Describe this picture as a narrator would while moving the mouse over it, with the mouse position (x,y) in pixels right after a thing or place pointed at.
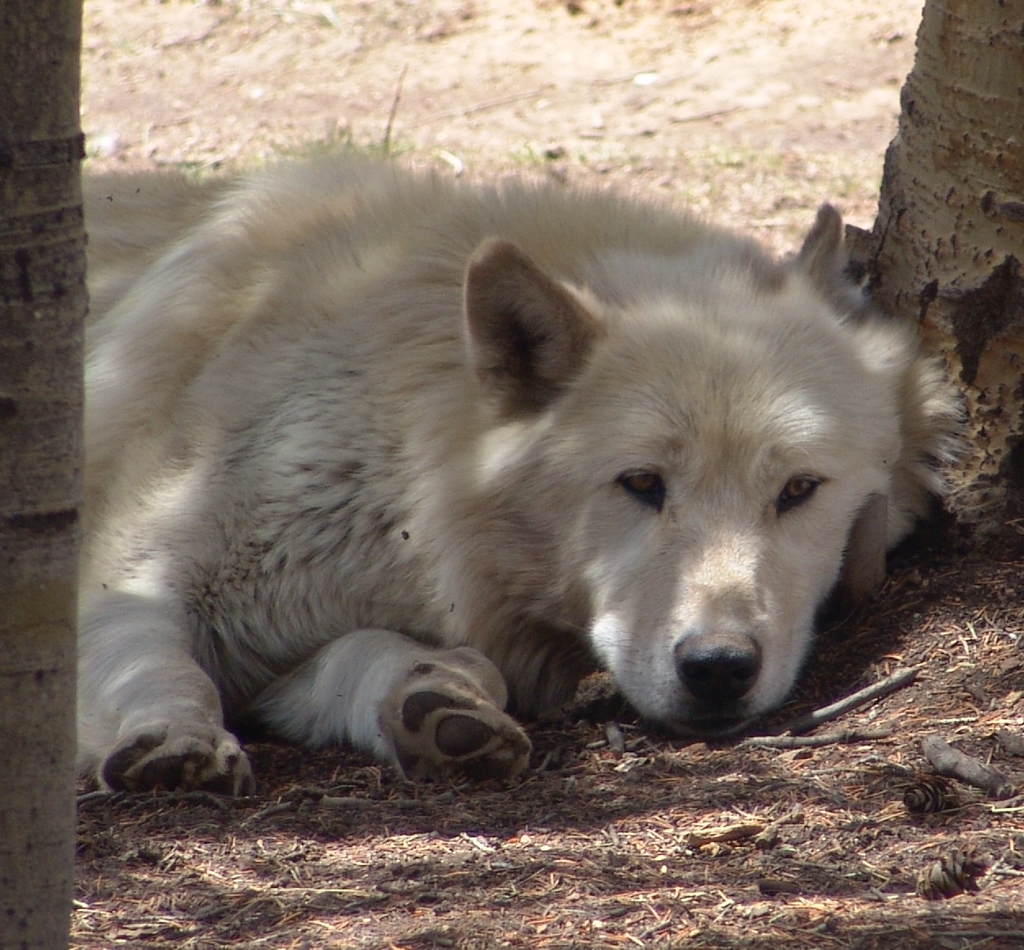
In this image in the center (588,598) there is one dog (756,523) and at the bottom (553,800) there is sand (989,671), on the left side (40,109) and right side (958,166) there are two trees (53,106).
